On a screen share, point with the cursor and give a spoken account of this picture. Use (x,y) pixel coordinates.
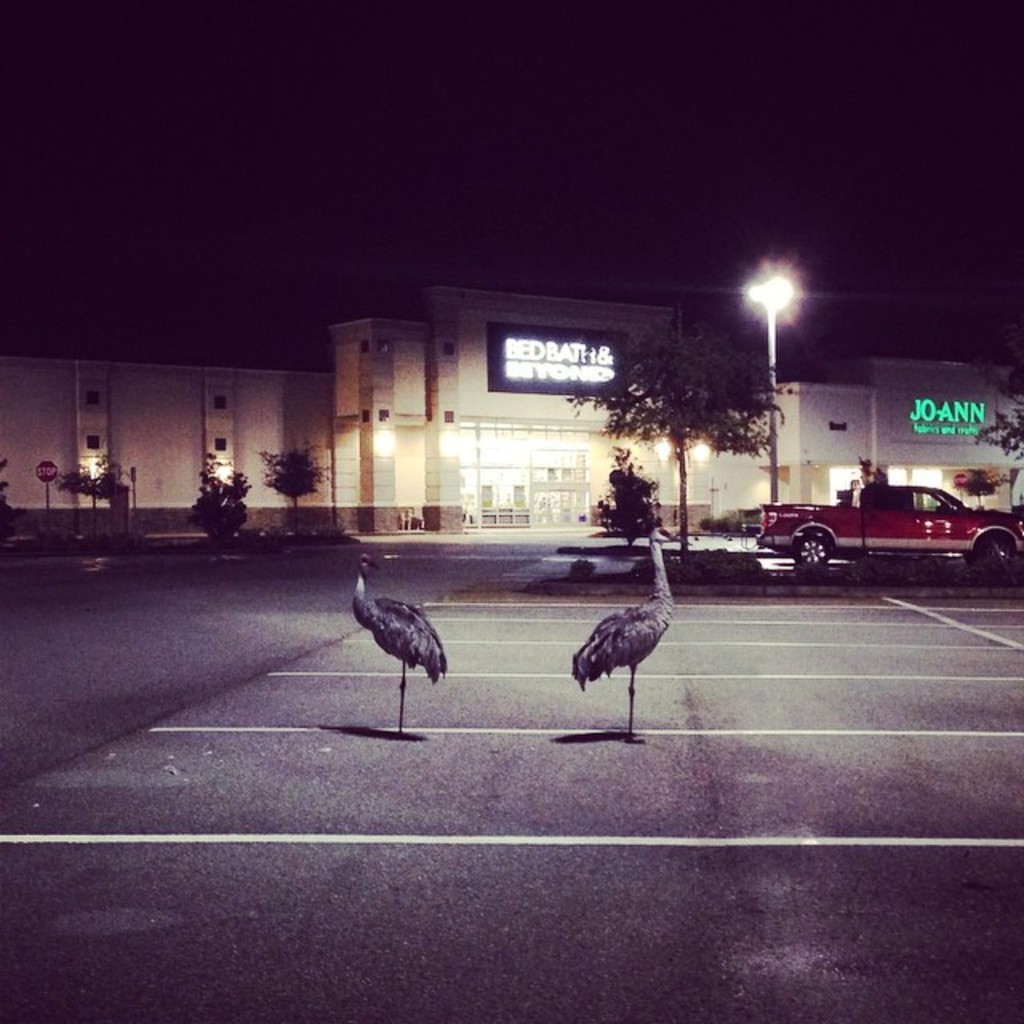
In the center of the image (440,649) there are birds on the road (505,731). In the background of the image (365,443) there is a building (456,458). There is a store (538,438). There are plants (652,415). There is a car (972,529) to the right side of the image (986,518). At the top of the image (502,97) there is sky (399,97).
